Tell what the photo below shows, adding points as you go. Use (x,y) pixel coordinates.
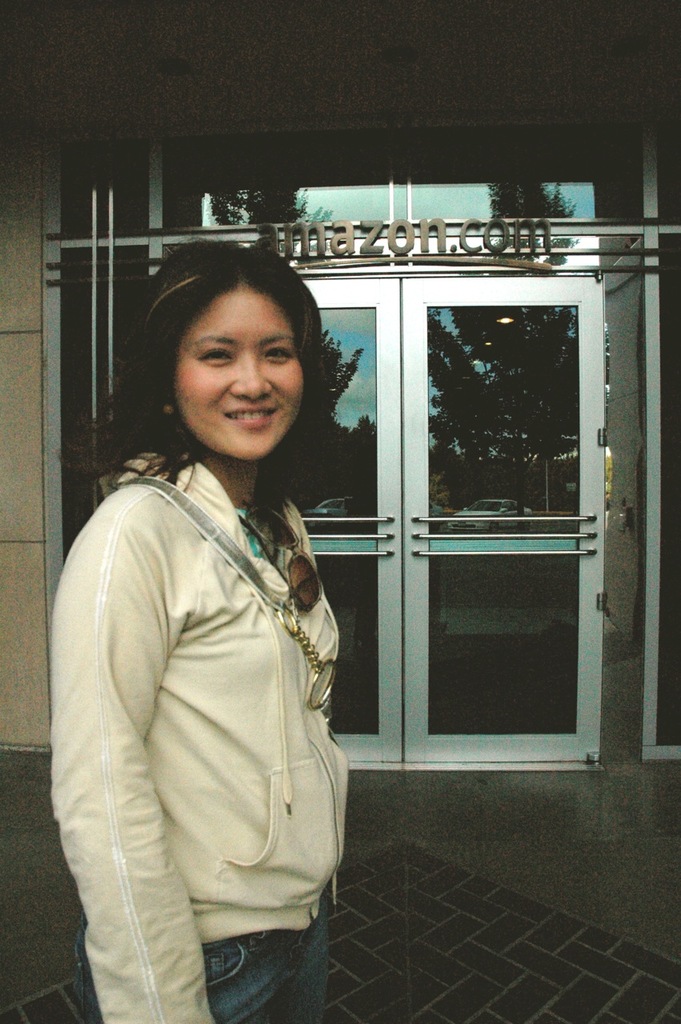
Here in this picture in the front (241,509) we can see a woman (238,420) standing on the floor (345,945) and we can see she is wearing a sweater (160,524) and smiling and behind her we can see the entrance door (601,317) of a building (589,756) present and above that we can see the name of the company (286,249) over there.
